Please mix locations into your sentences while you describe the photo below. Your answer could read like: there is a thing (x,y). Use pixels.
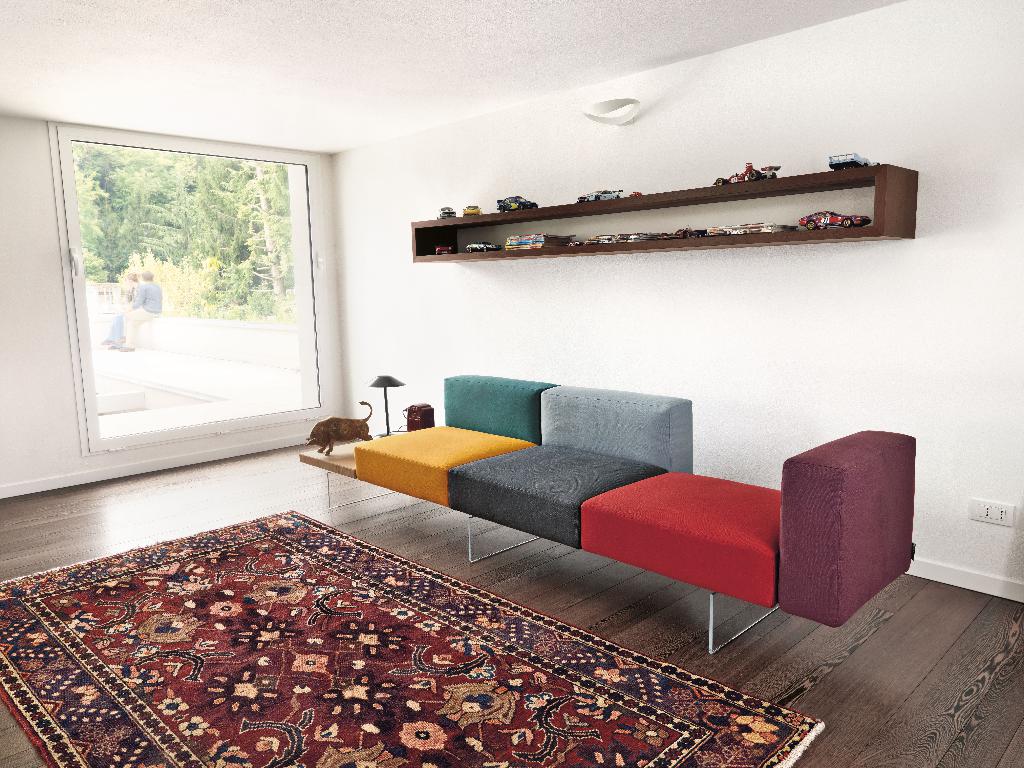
Here in this we can see a sofa (773,504) and a carpet (169,627) on the floor (274,499) and there is a window (133,255) on the left side (142,170) and outside that we can see trees (191,279) and a couple of people (154,286) sitting.
